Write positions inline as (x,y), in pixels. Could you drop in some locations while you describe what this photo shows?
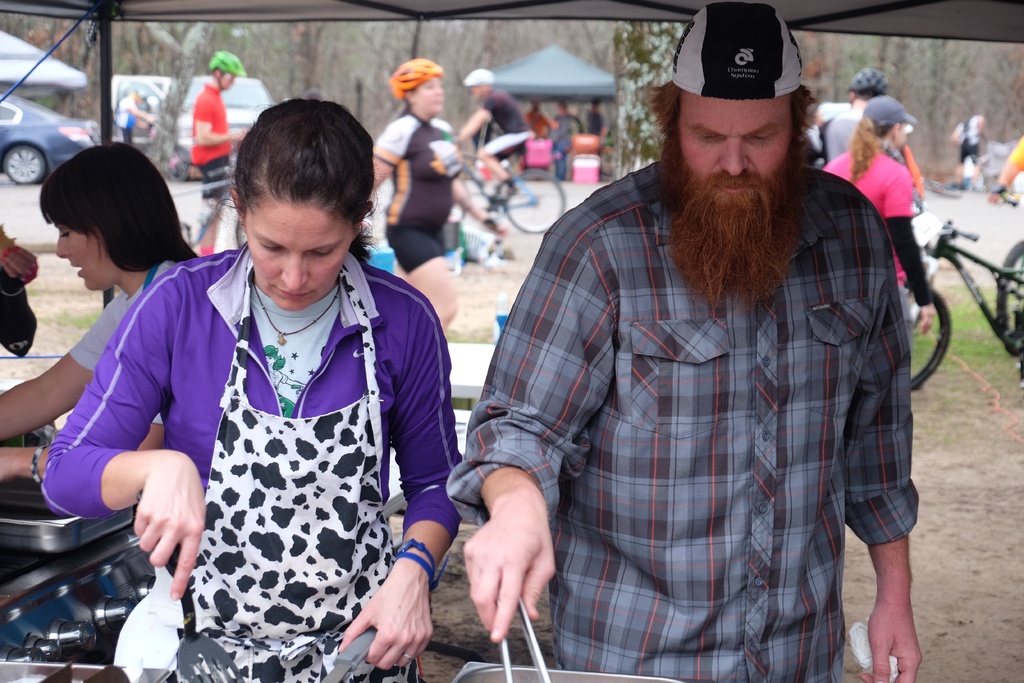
In the foreground of the image (324,391), there are three persons (803,210) standing and cooking food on stove (92,583). In the background (424,162) group of people (218,103) visible who are riding bicycle (524,189), walking, sitting and so on. In the left top of the image (4,124), a car (28,170) is visible which is half visible. In the background (174,33) top, there are trees (815,65) visible. It looks as if the picture is taken during a sunny time.
